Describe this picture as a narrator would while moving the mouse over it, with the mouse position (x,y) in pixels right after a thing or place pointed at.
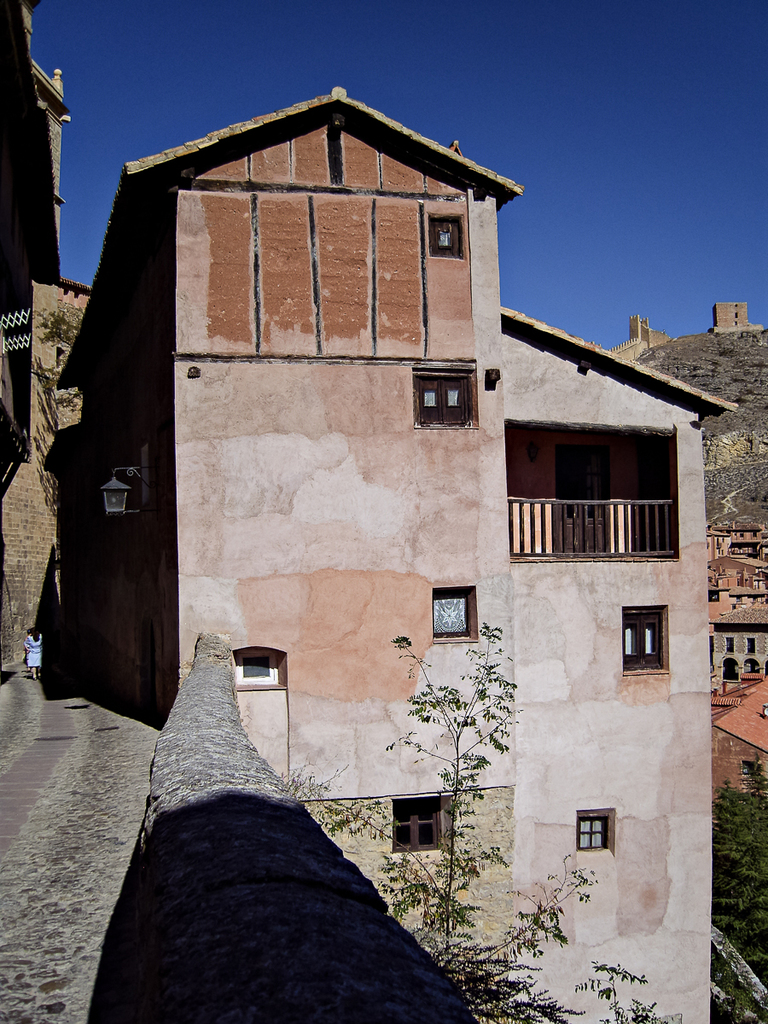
In this image we can see few buildings (540,511), there are trees (723,865) beside the building (159,538), and there is a person (34,646) walking on the road (65,802), a light (117,490) attached to the building (390,117) and the sky (638,254) in the background (532,157).
